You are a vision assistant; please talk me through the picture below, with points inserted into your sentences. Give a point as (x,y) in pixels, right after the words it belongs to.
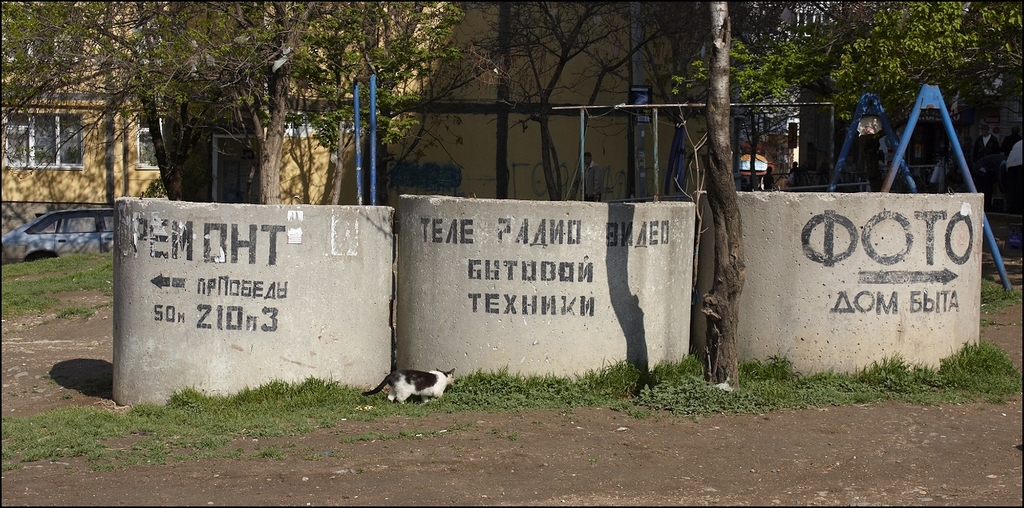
In this picture, there are three concrete tanks (538,292) in the center (602,334). Beside the tank (428,347), there is a cat (400,383) which is in white and black in color. At the bottom (339,428), there is grass (207,425) and land (622,438). In the background (298,43), there are buildings (619,83), trees (253,51) and people (988,130).
